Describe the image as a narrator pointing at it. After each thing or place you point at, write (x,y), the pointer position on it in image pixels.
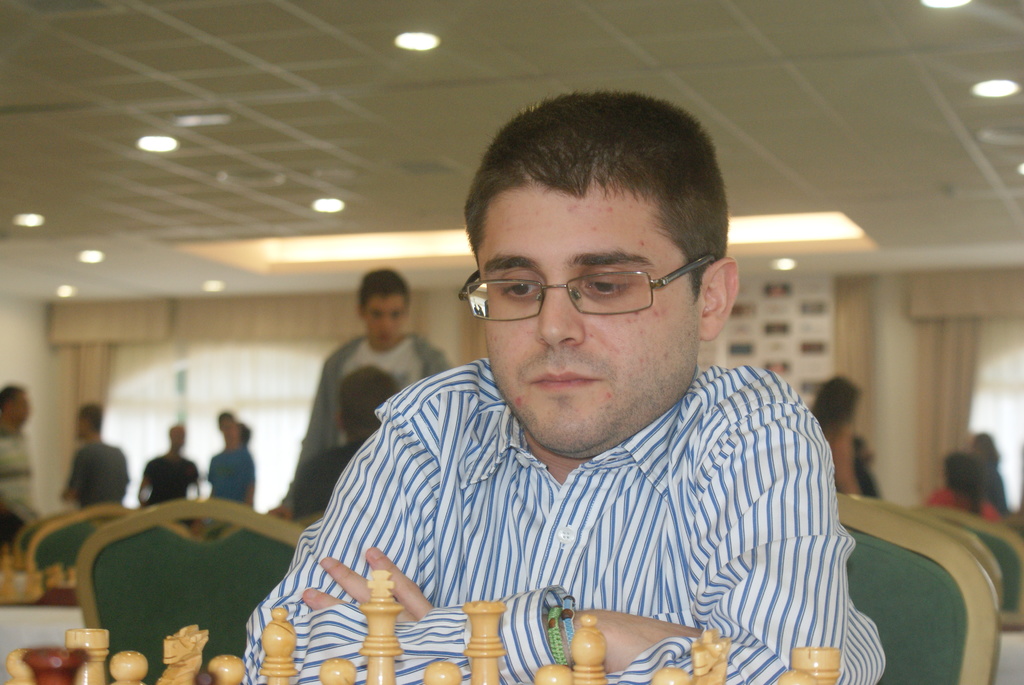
In this image we can see a man (579,394) sitting on a chair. On the backside (171,549) we can see some chairs (144,584), table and a group of people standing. We can also see a wall (458,333), window (254,389) with a curtain (256,362), a board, a person (841,484) sitting and a roof (316,172) with some ceiling lights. On the bottom of the image (833,673) we can see some chess pieces (581,676).
